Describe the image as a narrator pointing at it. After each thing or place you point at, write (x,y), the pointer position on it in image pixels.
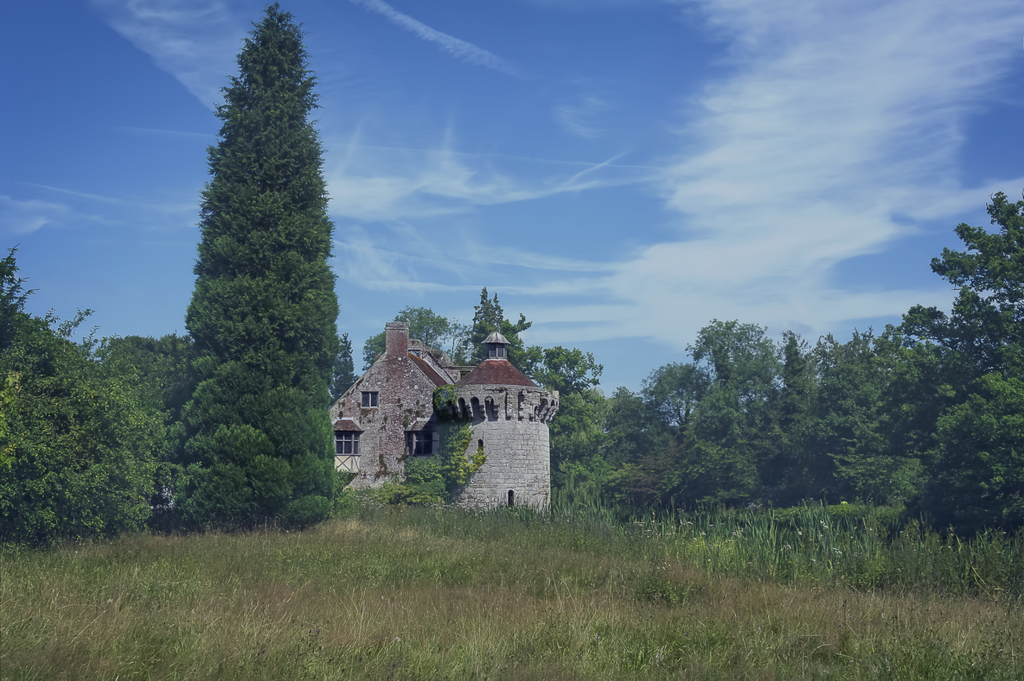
This image consists of trees (240,413) and plants (606,526). At the bottom (449,615), there is grass (418,568). In the middle (362,411), there is a house (379,388). At the top (536,145), there is a sky (482,176).
